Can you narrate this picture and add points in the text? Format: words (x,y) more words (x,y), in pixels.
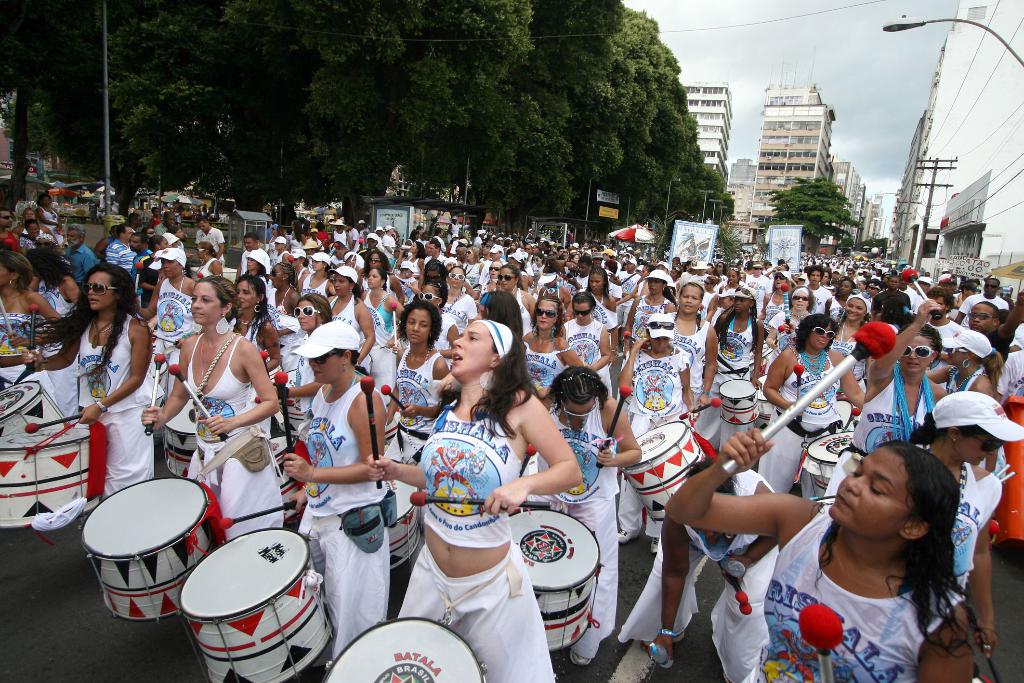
This is an outside view. Here I can see a crowd of people (477,272) wearing white color dresses (270,486) and walking on the road (68,614) by playing the drums (159,557). In the background (479,114) there are many trees (479,114) and buildings (976,197). At the top of the image (765,18) I can see the sky (752,14).
